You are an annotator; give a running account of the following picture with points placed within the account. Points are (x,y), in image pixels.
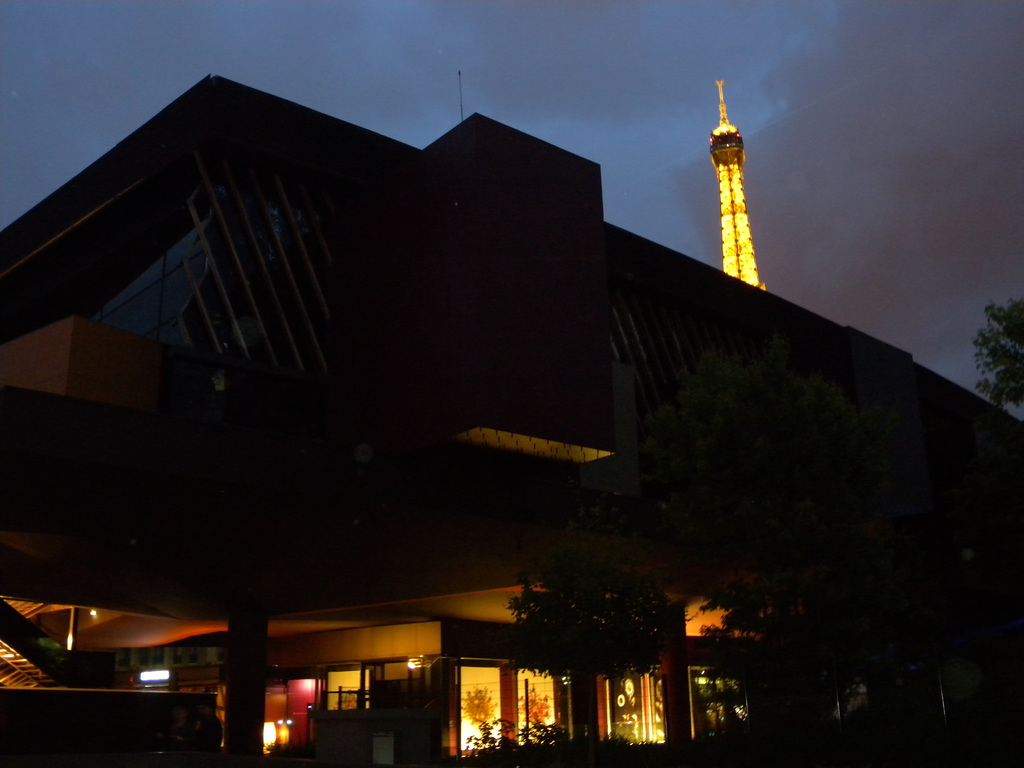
In this image we can see tower (748,272), buildings (315,492), trees (713,531), electric lights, staircases (27,649) and sky (437,122) with clouds (840,147).
